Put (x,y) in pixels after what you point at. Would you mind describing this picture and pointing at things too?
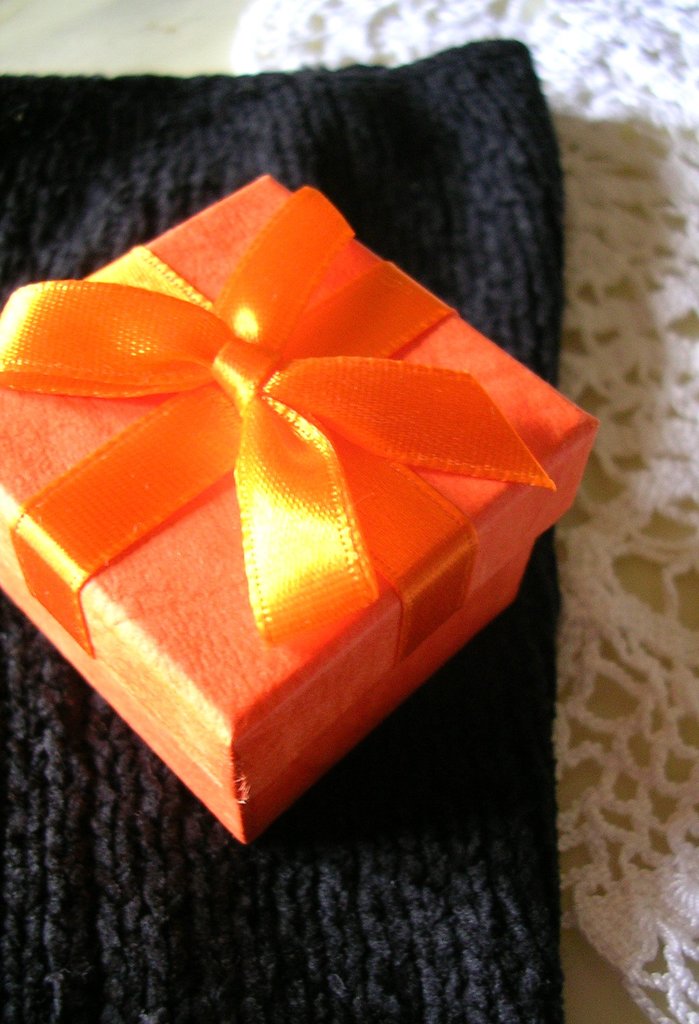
In this image we can see a gift (178,369) packed and placed on the woolen clothes (436,920).
